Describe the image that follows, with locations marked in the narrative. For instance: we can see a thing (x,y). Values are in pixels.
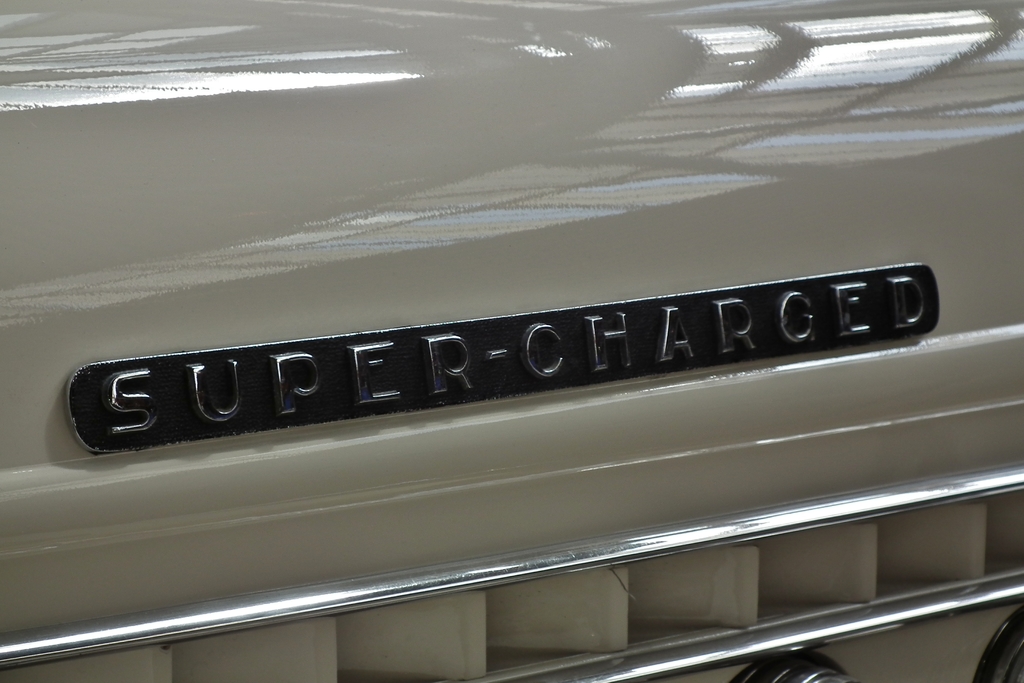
In this picture we can see a black color name board (803,306) on the metal (717,190).
